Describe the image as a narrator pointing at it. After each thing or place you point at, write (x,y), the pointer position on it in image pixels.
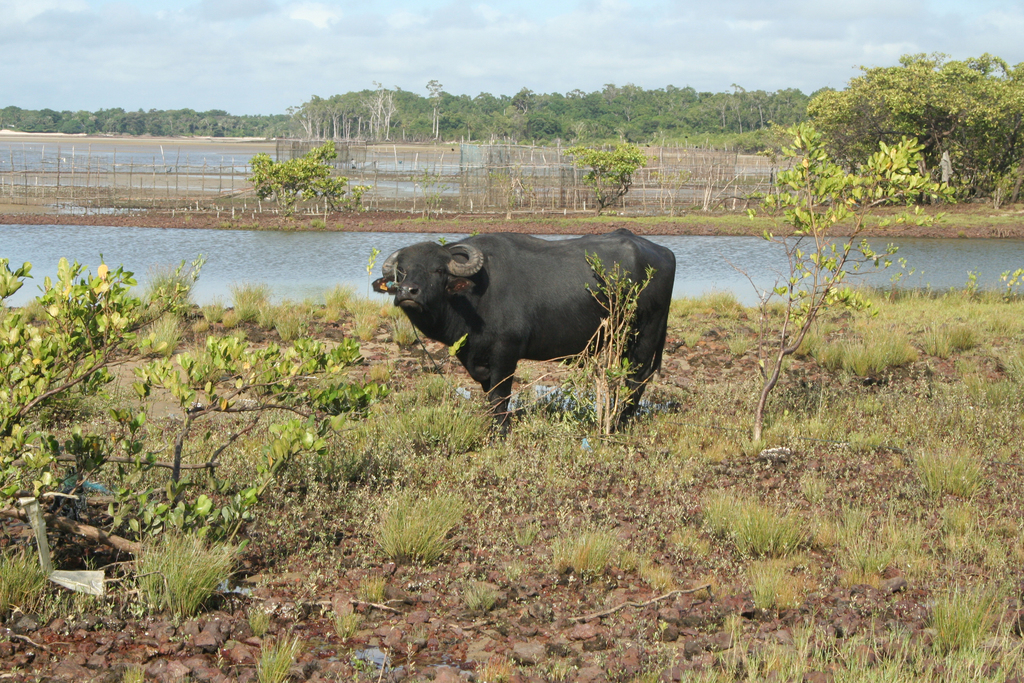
In this image we can see a buffalo (510,359) standing at the middle of the image (552,339) and at the background of the image (393,127) there is water (193,171) and some trees (789,139), cloudy sky (448,66).
